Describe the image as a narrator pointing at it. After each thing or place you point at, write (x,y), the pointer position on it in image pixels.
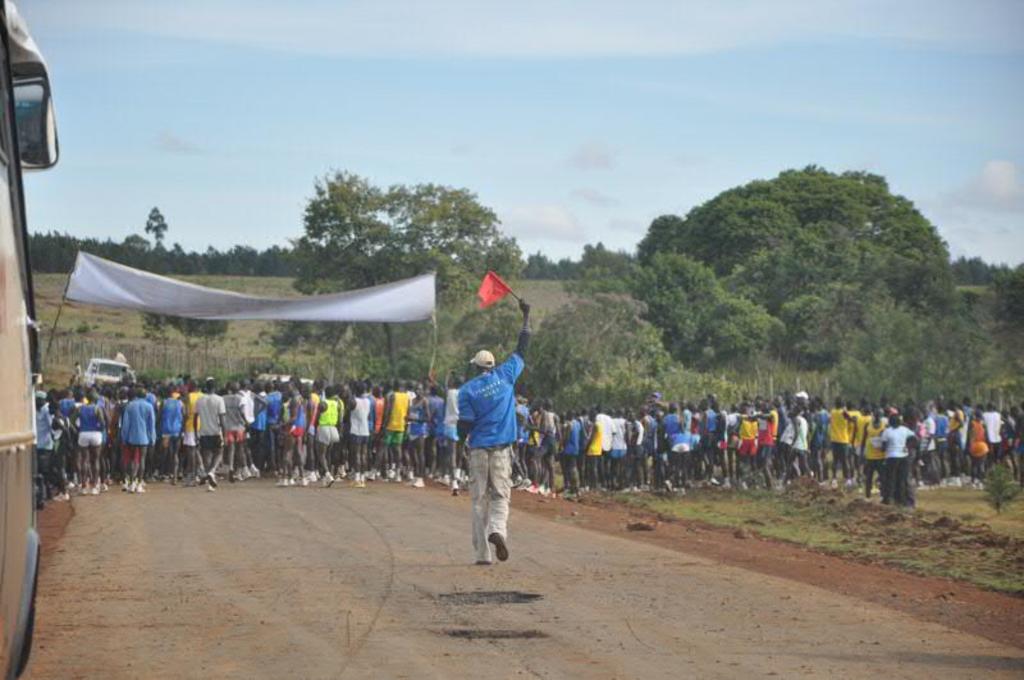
This image is taken outdoors. At the top of the image (138,171) there is the sky (519,91) with clouds (834,29). At the bottom of the image (691,622) there is a road (429,630). In the background (331,243) there are many trees (206,263) and plants (736,373) on the ground (564,291) and there is a ground (263,282) with grass (239,329) on it. On the left side of the image (19,482) there is a vehicle (21,412). In the middle of the image (439,435) many people (217,420) are walking on the ground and many people (632,442) are standing on the ground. A man (487,432) is running on the ground (523,499) and he is holding a flag (496,292) in his hands (525,312). A few people (174,420) are holding a banner (395,293).
